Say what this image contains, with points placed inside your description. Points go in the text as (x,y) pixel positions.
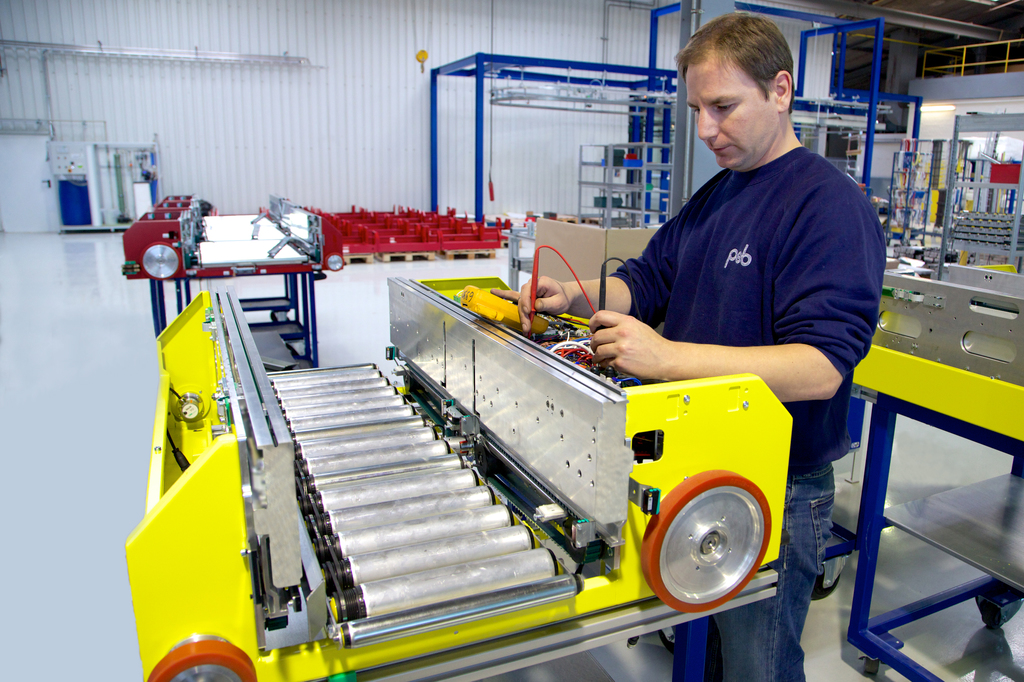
A man (825,416) is standing on the floor (487,262) and testing a device (582,347) by holding plugins (538,286) in his hands (525,288). In the background (199,213) there are metal objects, devices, pipes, fence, wall (577,183), poles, objects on the left (74,179) side, stands (619,189) and racks (657,202).
